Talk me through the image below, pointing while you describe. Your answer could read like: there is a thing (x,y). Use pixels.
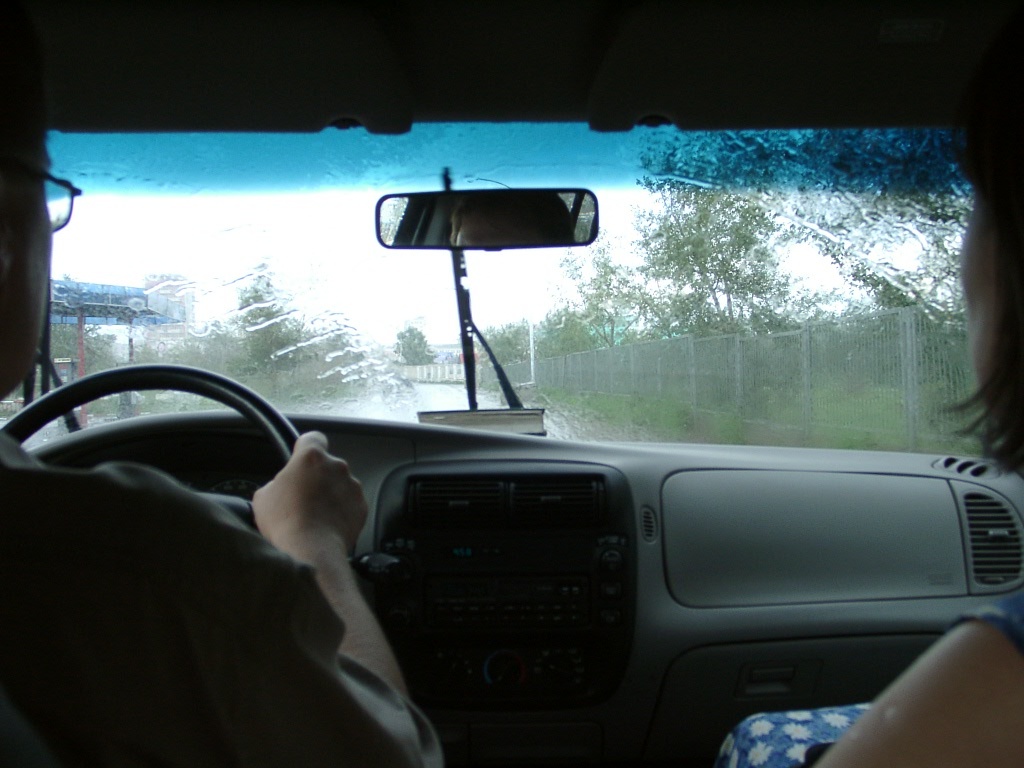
In this image there is a person (98,508) holding the steering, beside the person (210,521) there is a woman (981,645), in front of the person (99,528) there is a dashboard (558,532), in front of the dashboard (467,439) there is a book (498,417), in front of the book (442,416) there is a wiper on the windshield (447,292), from the windshield (435,324) we can see the road (454,406), beside the road (454,406) there is a metal rod fence (738,373), on the other side of the fence (739,354) there are trees (682,305).
